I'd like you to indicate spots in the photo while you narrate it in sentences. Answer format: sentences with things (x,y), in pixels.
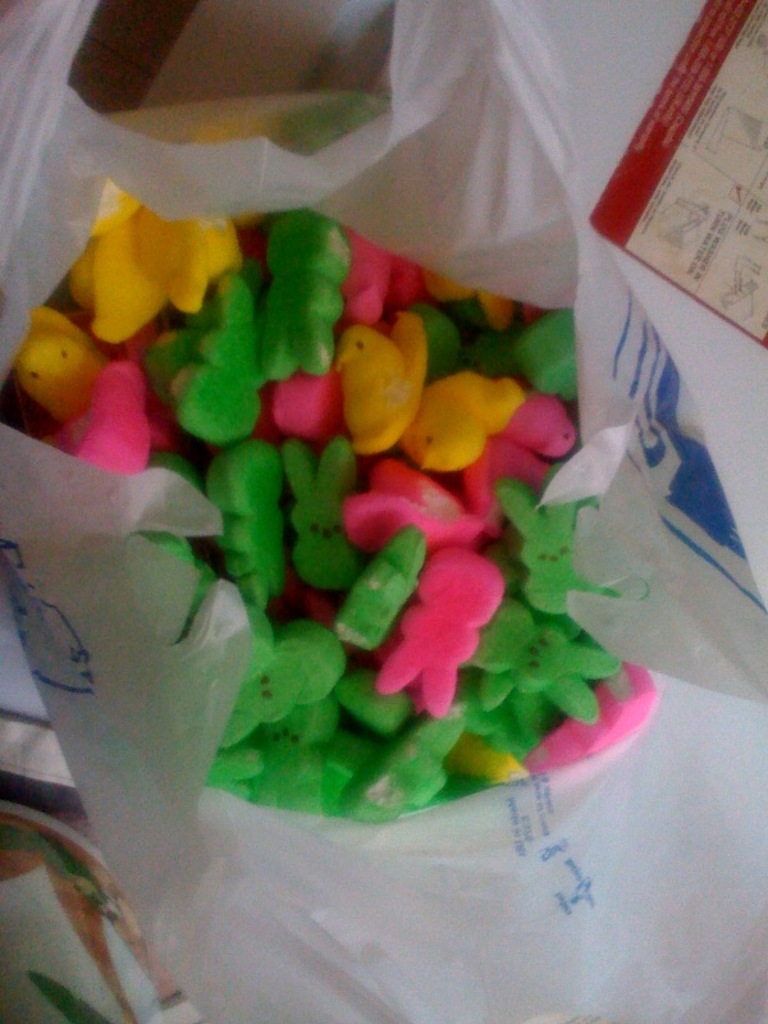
In this picture we can see some candies (194,409) of bunny symbols (192,400) and some are in duck symbol (366,372). This all are placed in a plastic bag (192,768) and we can see a sticker (630,206) over here and some cloth material (81,857).
